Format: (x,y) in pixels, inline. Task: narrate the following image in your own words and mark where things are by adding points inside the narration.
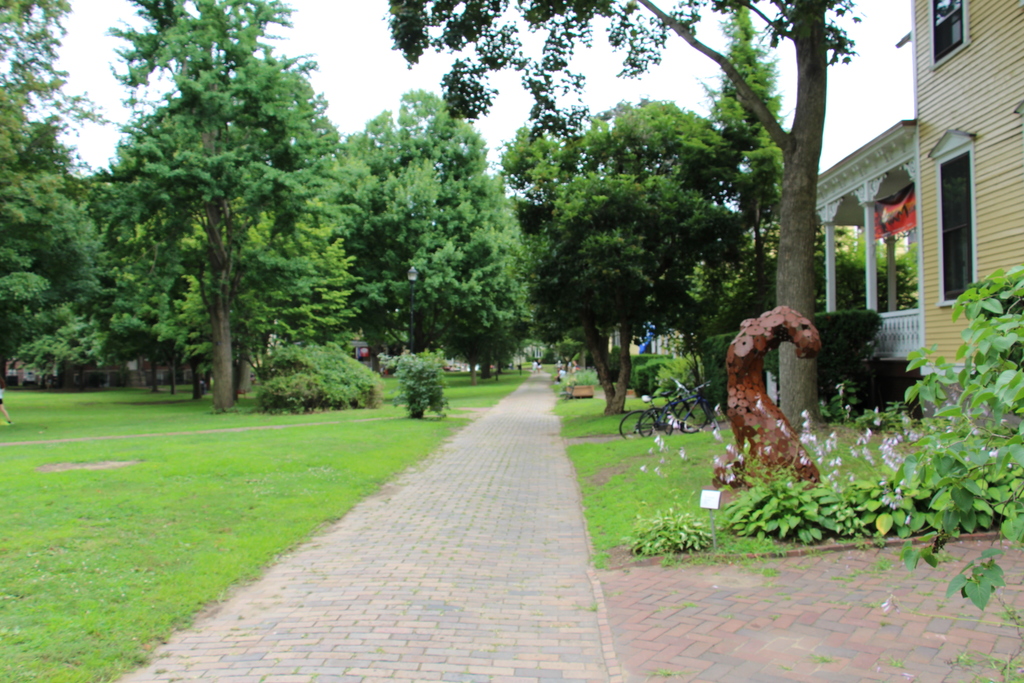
In the picture we can see a pathway (498,678) and on the either sides we can see a grass surface (595,402) with plants (840,350) and trees (800,400) and on the right hand side (867,240) we can also see a house building (869,226) with window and pillars (873,283) and in the background (512,130) we can see a sky (832,67).
